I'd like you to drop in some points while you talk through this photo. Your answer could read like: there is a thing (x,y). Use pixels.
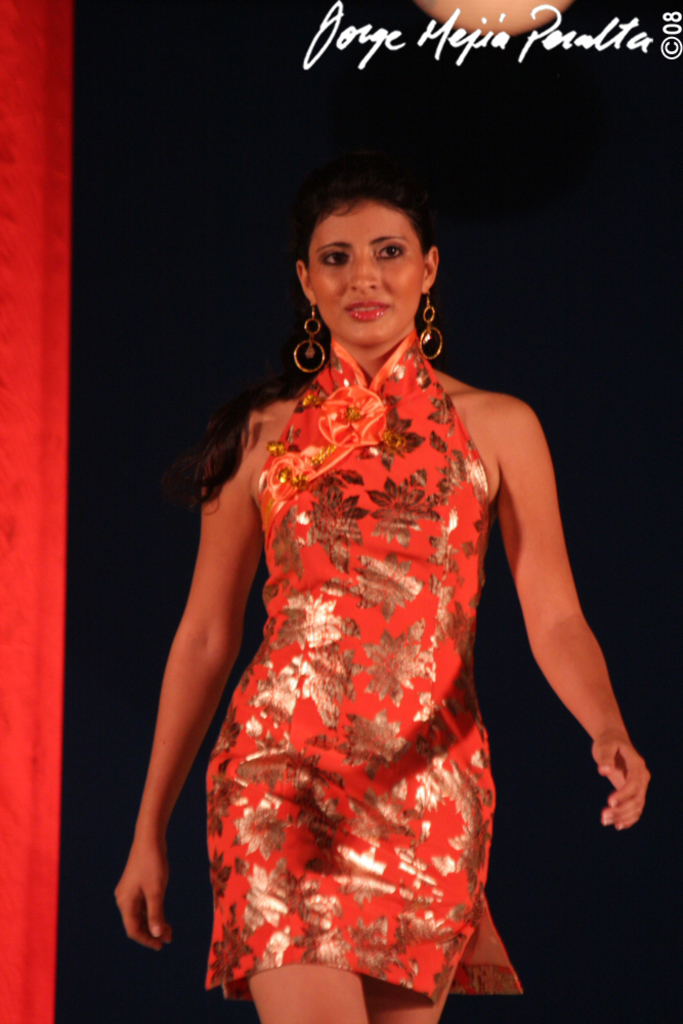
There is a woman (285,555) wearing earrings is walking. In the right top corner (544,36) there is a watermark (533,38).
